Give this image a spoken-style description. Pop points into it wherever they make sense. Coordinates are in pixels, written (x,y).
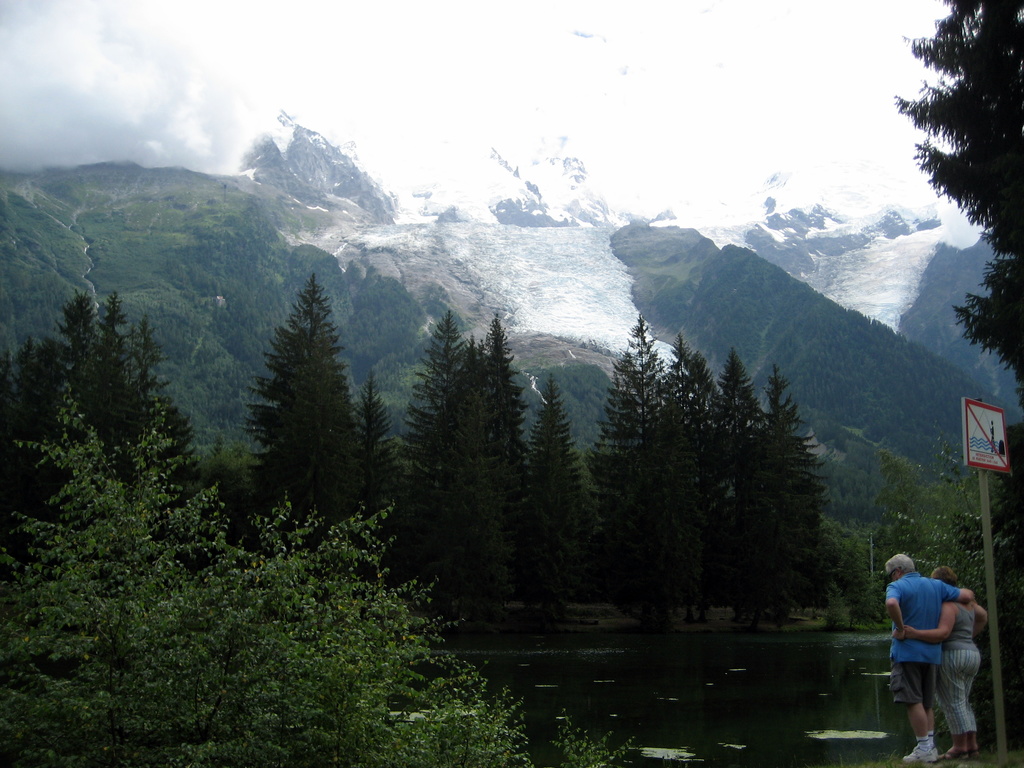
In this picture we can see persons (967,690) standing on the ground (1006,767), here we can see a sign board (998,673), water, trees (1013,669) and we can see sky (804,134) in the background (738,71).
